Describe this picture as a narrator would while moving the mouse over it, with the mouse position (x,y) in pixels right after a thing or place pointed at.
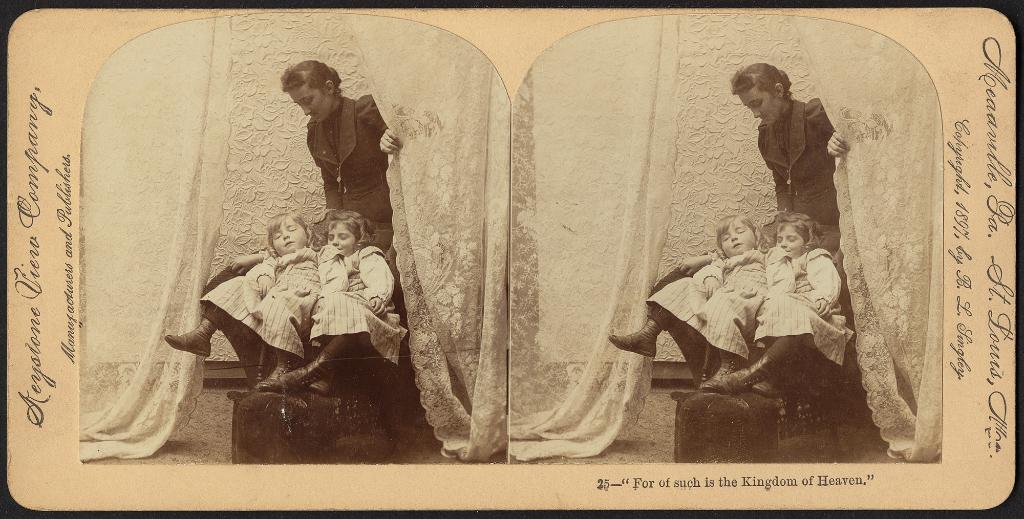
In this picture we can see a photo collage of three people (799,216) and some text (67,166) on a board (48,207).
